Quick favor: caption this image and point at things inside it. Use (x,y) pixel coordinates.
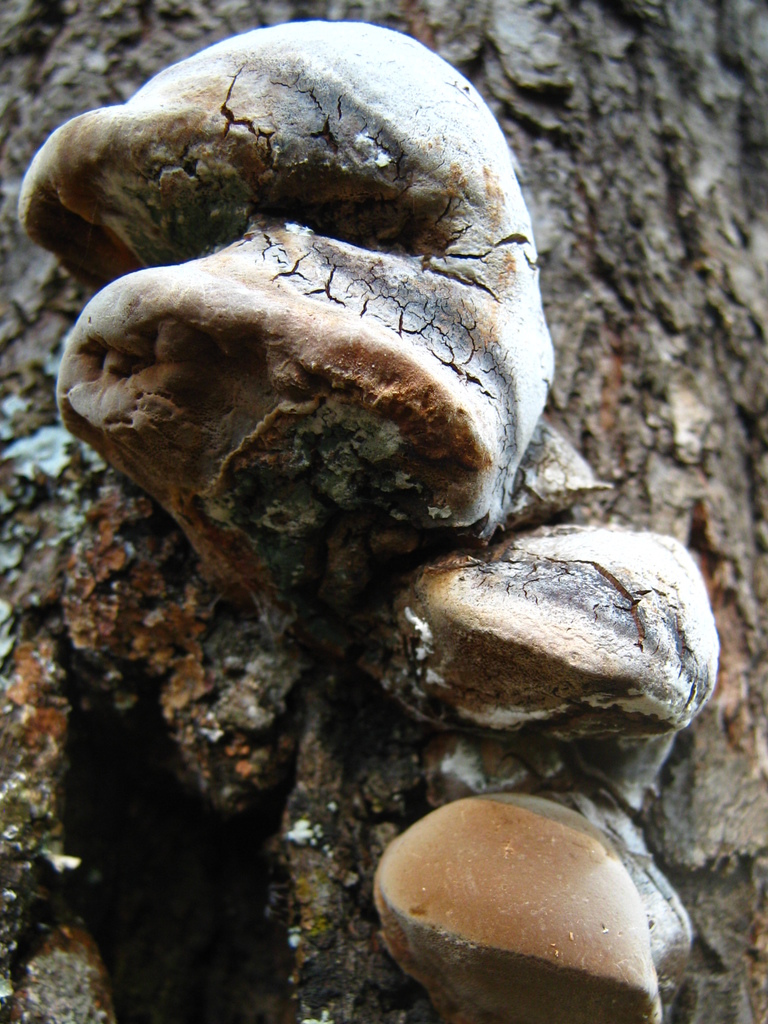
In this picture we can see fungus (530,244) on the branch (562,240).
